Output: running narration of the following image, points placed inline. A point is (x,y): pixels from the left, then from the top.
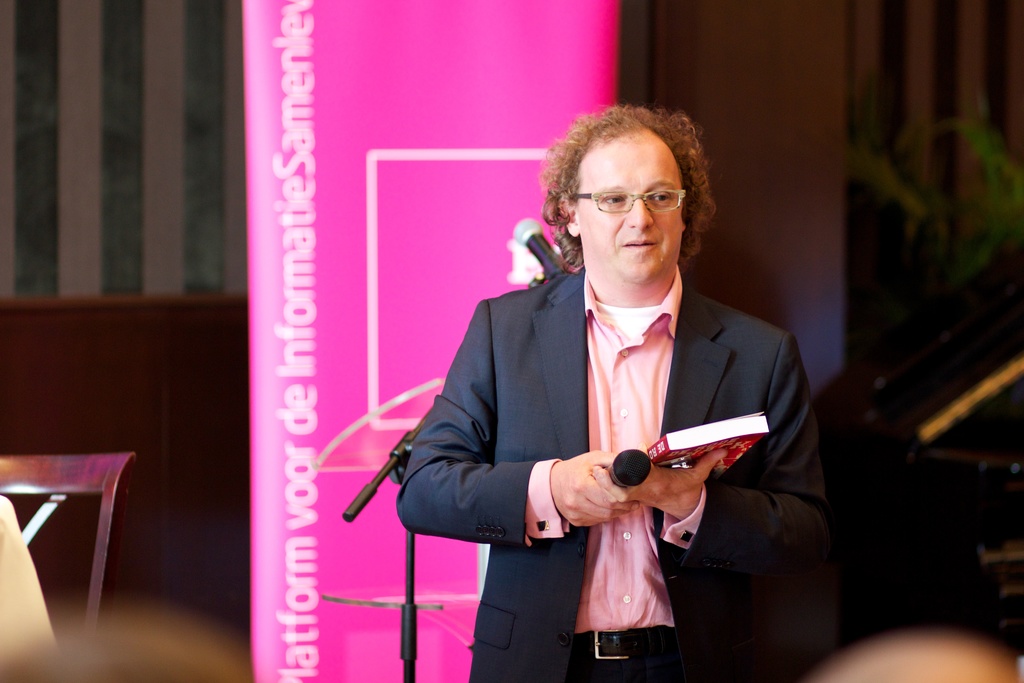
In this image, man (654,415) in the suit (700,399). He hold book (688,453) and microphone (639,472). Behind him, we can see a stand (412,565) and banner (362,296). Left side (74,482), there is a wooden chair (77,470). And background (196,215), we can see a wall (199,227).
